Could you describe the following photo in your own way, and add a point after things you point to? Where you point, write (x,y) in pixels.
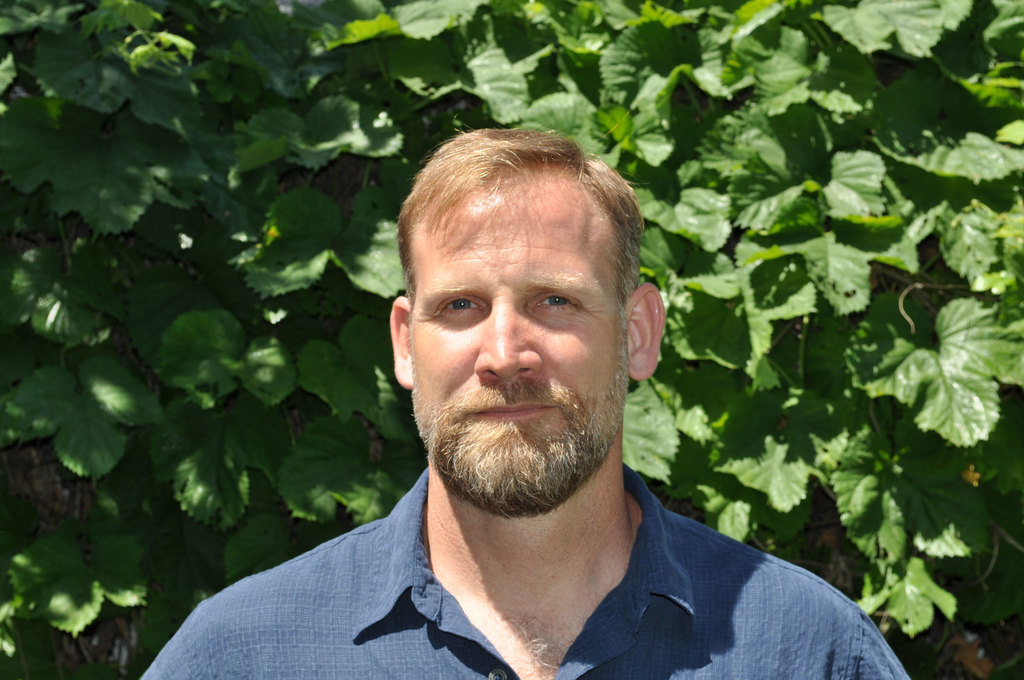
This is a close up image of a man (536,574) wearing clothes (440,602) and in the background (782,377) we can see leaves (758,275).
